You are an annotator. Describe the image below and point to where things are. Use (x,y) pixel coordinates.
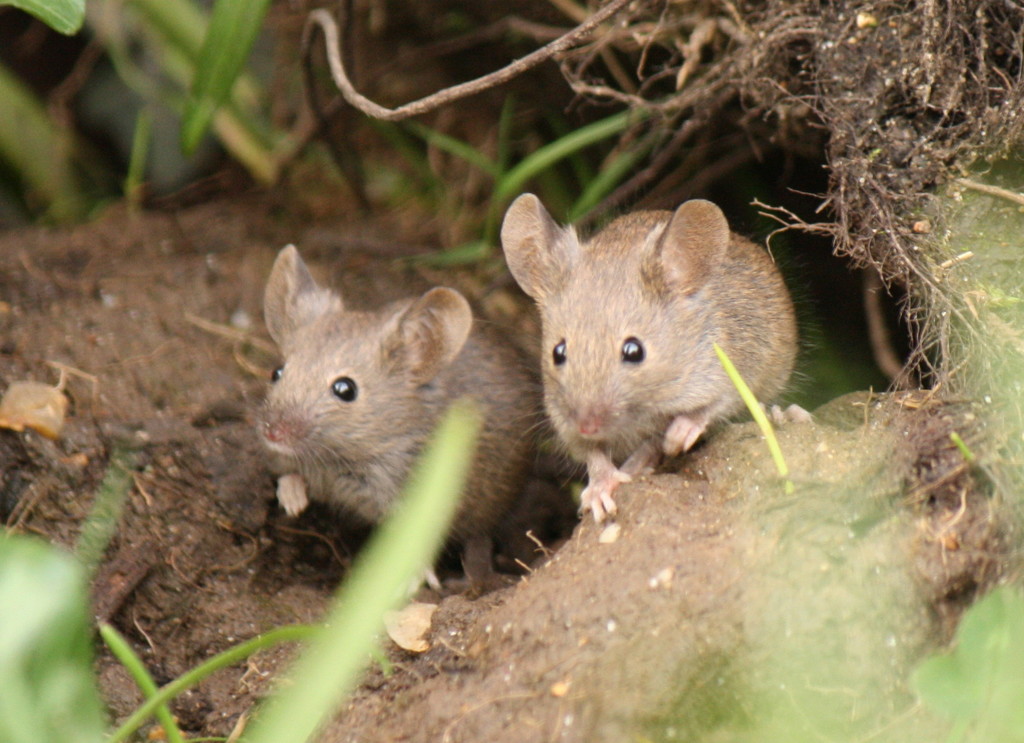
In this image we can see two mice (441,387) on the ground (463,707). Here we can see leaves (58,10).
